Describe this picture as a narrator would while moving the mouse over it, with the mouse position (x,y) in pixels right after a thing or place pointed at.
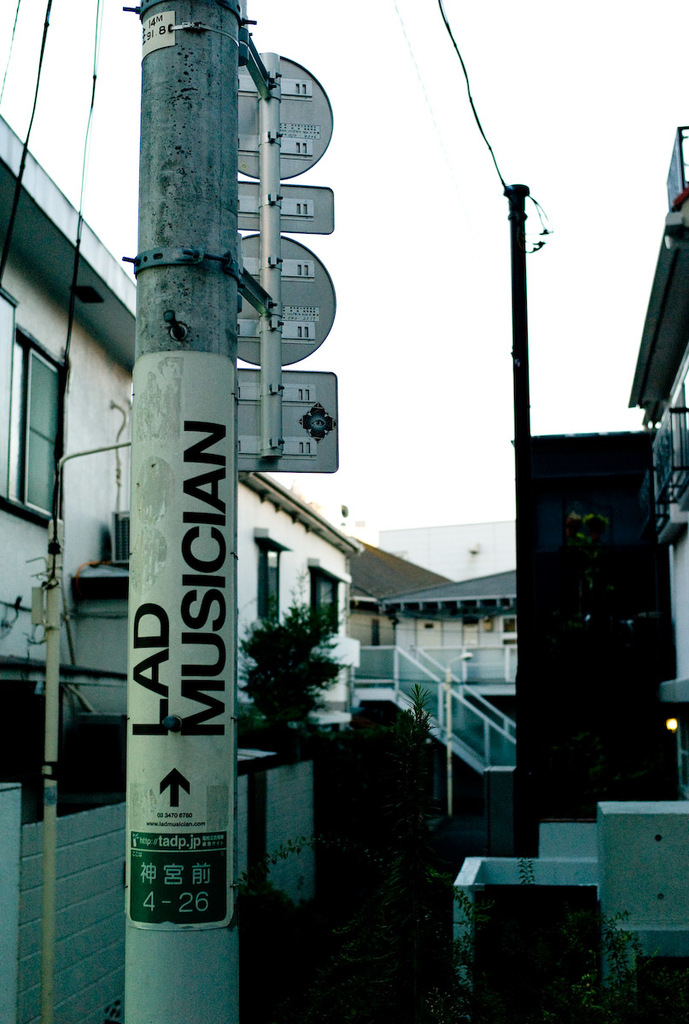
In the picture we can see a pole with some boards (304,377) in it and beside it, we can see a part of the building (260,617) with windows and steps (389,688) with railing (376,664) and opposite to it, we can see a part of the building wall (563,554) with a pole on it and in the background (541,138) we can see a part of the sky (529,67).
